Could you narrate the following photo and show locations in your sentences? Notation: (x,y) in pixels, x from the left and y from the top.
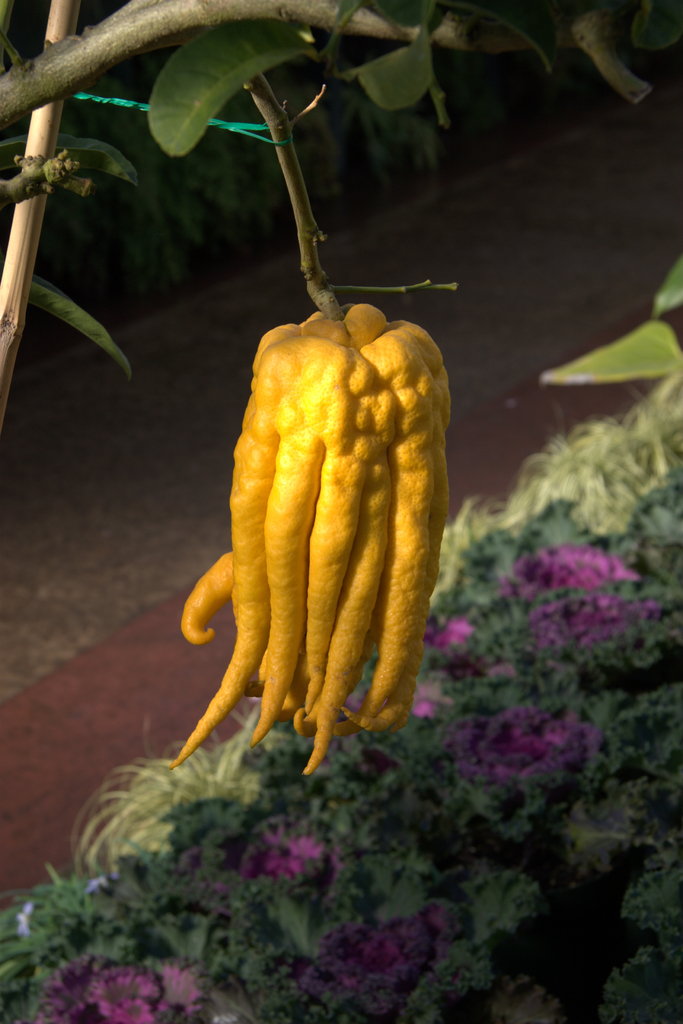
In this image, I can see a fruit (315,442) to a stem (298,238). In the background (435,760), there are plants (208,196) and a pathway (479,443).
